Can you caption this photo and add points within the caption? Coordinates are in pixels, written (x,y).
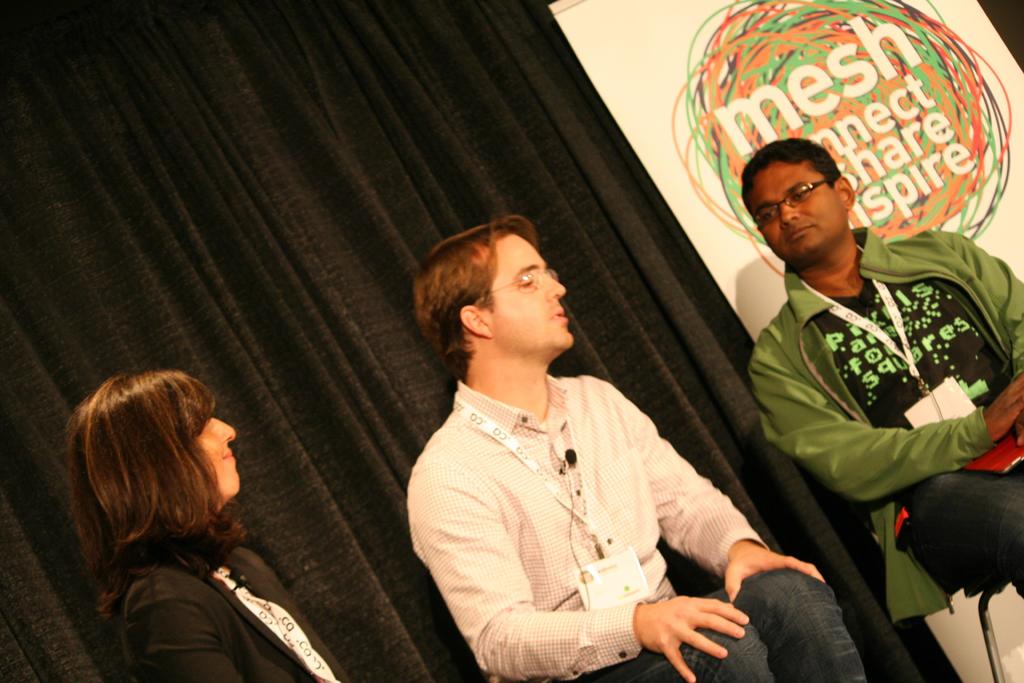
In the picture we can see three people (529,516) are sitting in the chairs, one woman (157,421) and two men (645,503) and they are talking and they are wearing an ID card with a tag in their neck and in the background (20,257) we can see a black curtain (40,119) and some hoarding (1020,84) with same name as mesh.
